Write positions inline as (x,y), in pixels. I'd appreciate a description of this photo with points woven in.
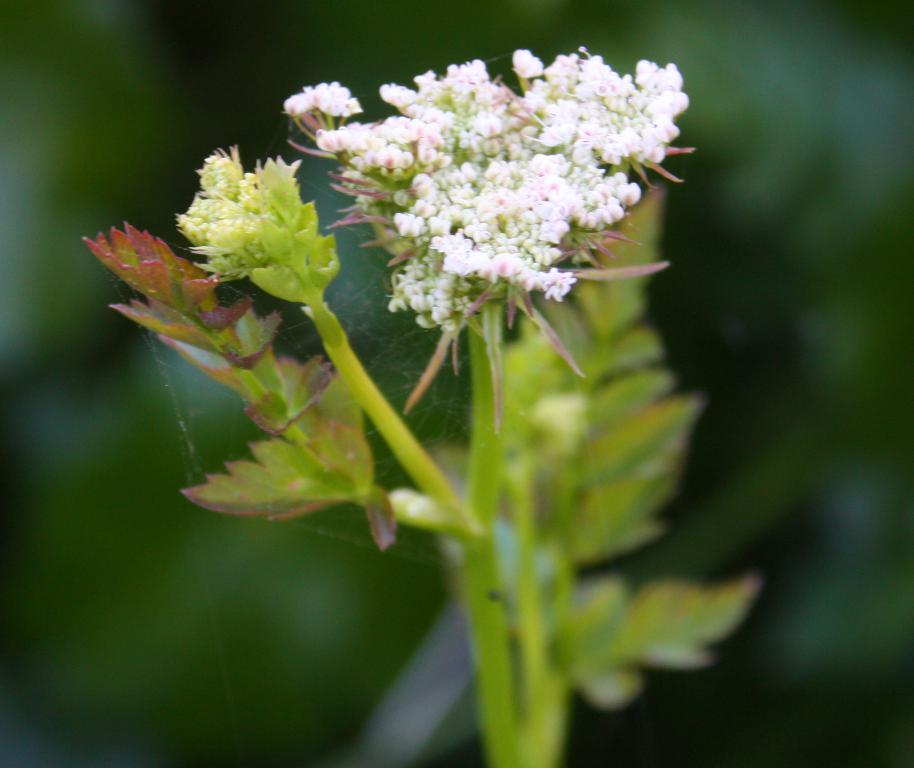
In this image we can see plants (575,227) with flowers (556,195). In the background (2,613) the image is blur but we can see objects (497,21).
